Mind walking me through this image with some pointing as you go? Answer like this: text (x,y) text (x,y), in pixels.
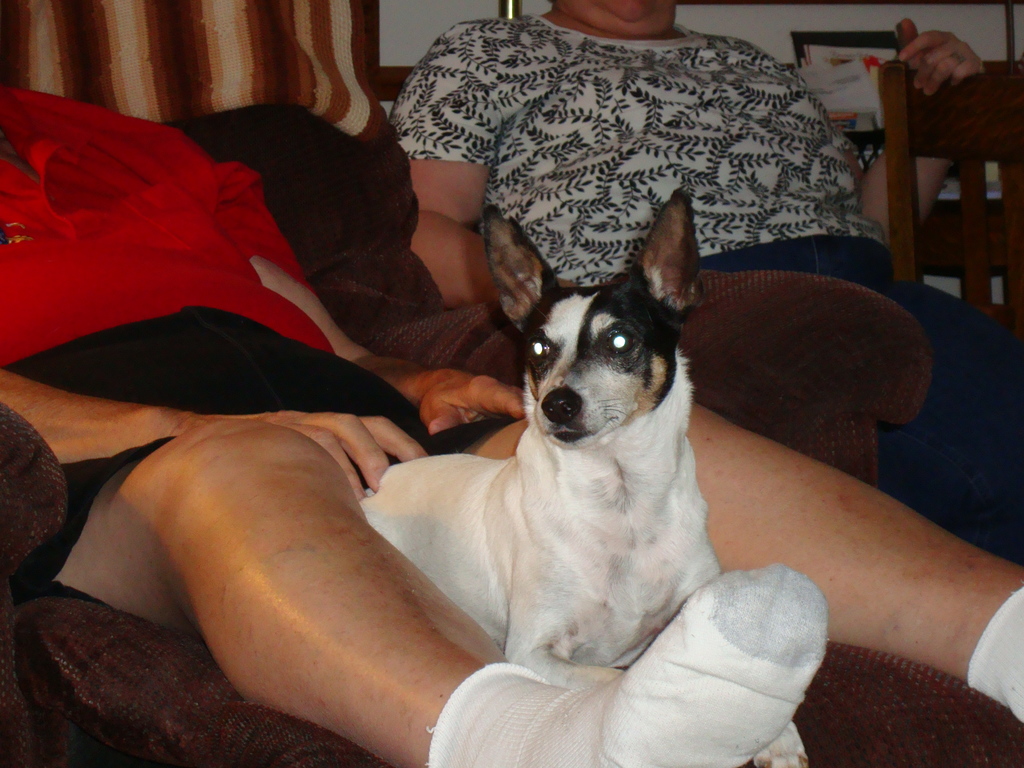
In this picture we can see a person (229,494) sitting on a sofa (853,733). We can see a dog (651,467) sitting on a sofa (326,220) and is visible in between the legs (367,594) of a person (45,367). We can see another person (807,145) sitting and holding a chair (927,115). There are a few objects (843,91) visible in the background (853,139).
